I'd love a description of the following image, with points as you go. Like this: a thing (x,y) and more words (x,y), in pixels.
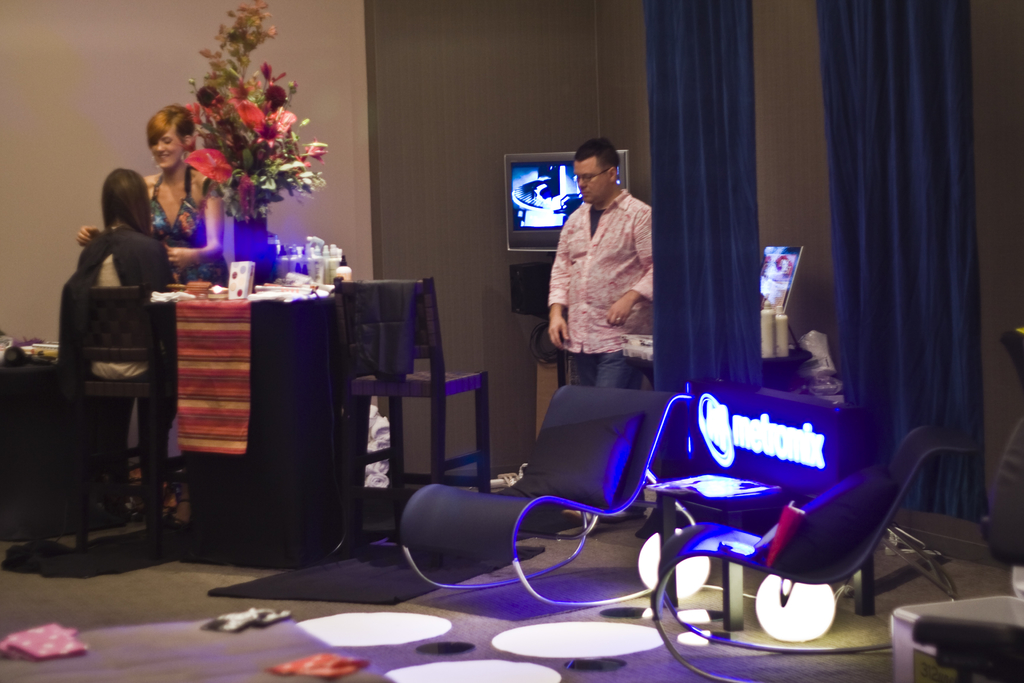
This is a room (671,102) where we can see three people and the chair (358,289) and the table (331,291) and on the table (265,304) we can see some flowers (283,146), liquids (297,268) and two screens (520,182) and two lamps (802,595).
